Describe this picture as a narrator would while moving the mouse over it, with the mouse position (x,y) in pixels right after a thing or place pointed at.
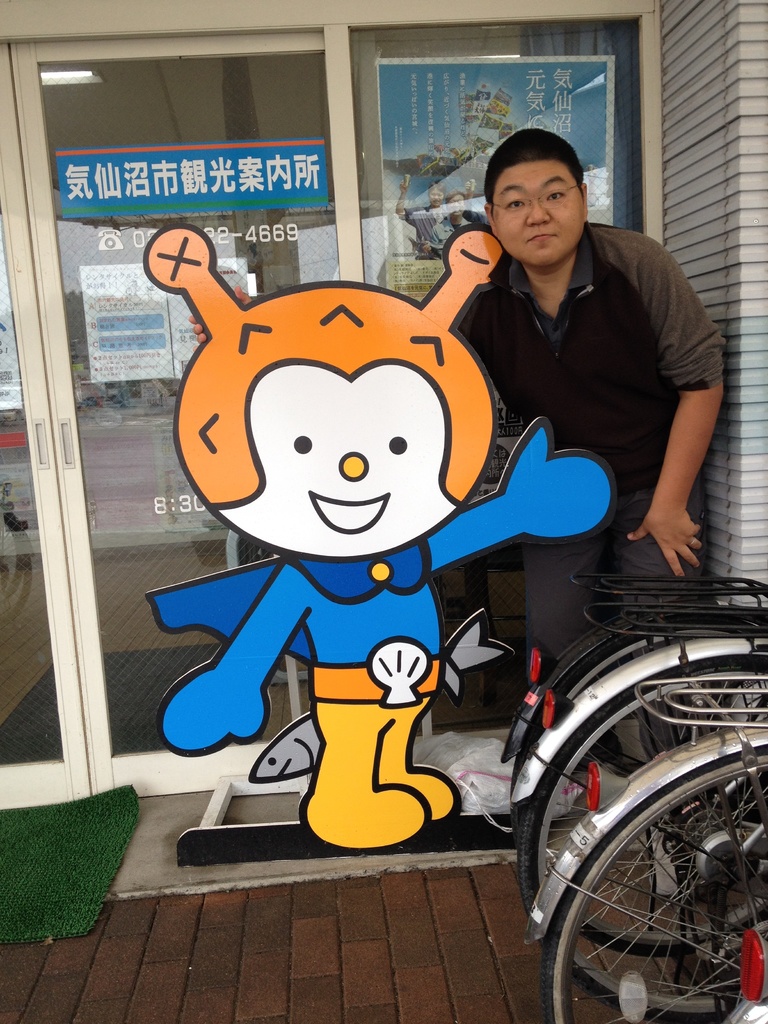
In the picture I can see a person (614,409) standing beside a toy (359,549) and there are two bicycles (671,798) in the right corner (649,820) and there is a glass door (232,178) behind him.
